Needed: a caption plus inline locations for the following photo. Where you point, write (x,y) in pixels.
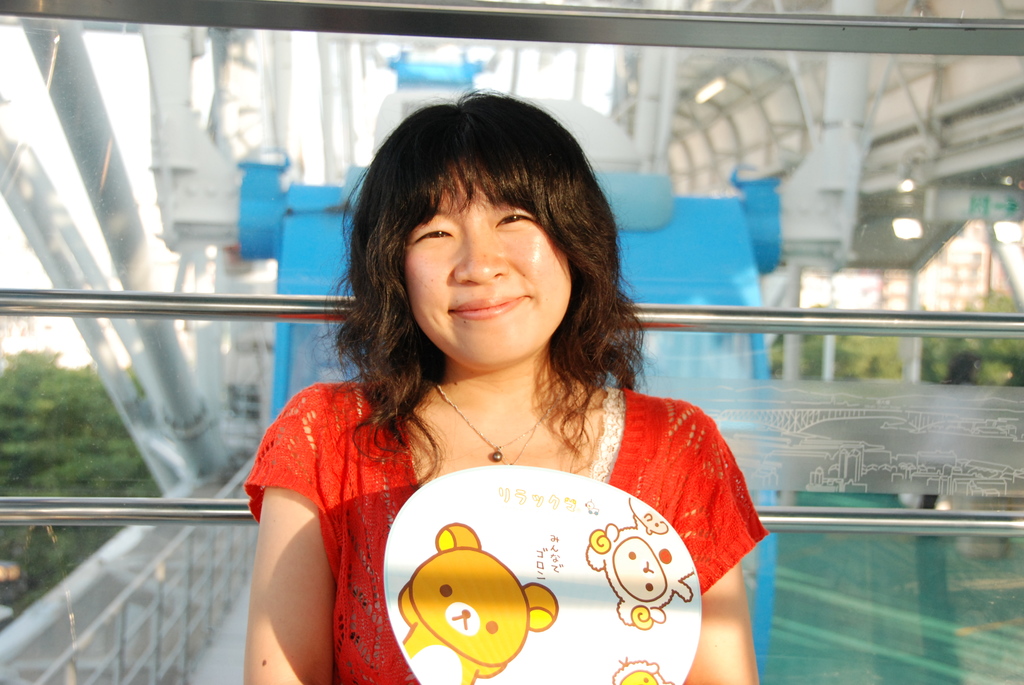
Here we can see a woman (473,234) and she is smiling. This is glass (862,542). From the glass (740,232) we can see poles (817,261), bridge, board (1004,216), and trees (62,451).
